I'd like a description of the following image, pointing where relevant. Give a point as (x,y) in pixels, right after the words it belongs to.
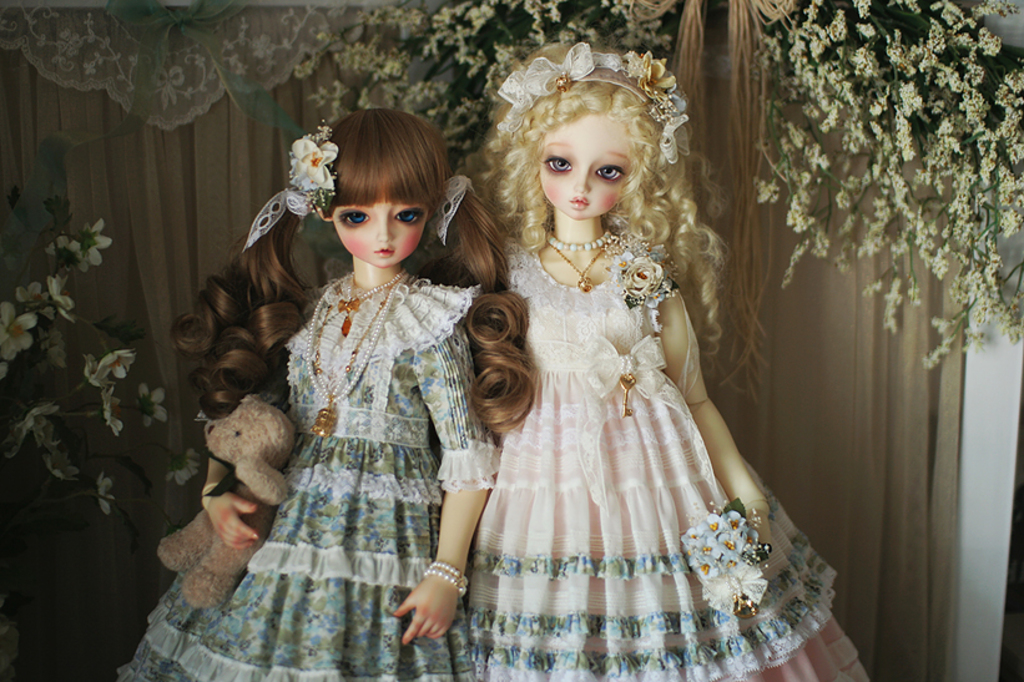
In this picture I can observe two dolls (601,319). One of the doll (310,471) is holding teddy bear (247,496). I can observe pale pink and blue color dresses (409,475) on these two dolls (453,322). In the background (168,246) I can observe flowers (95,247) and curtains (906,430).
